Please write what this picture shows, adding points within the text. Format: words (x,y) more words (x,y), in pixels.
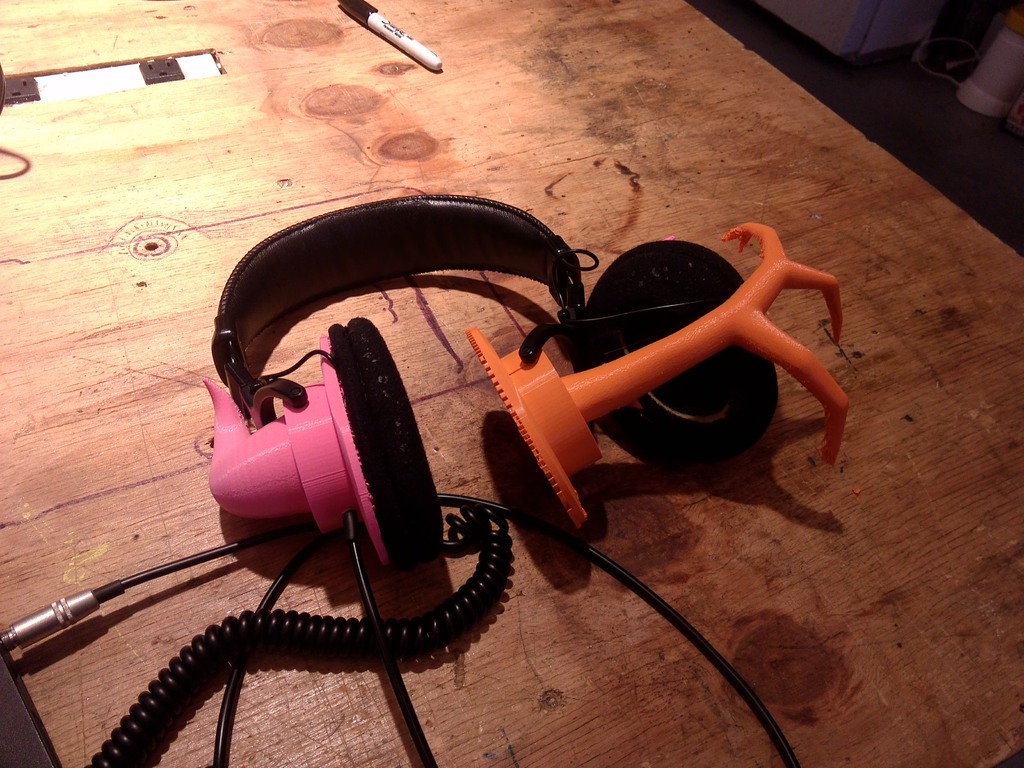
In this image there is a headset (433,530), pen (432,53) and wires (507,557) are on the table (668,550).
